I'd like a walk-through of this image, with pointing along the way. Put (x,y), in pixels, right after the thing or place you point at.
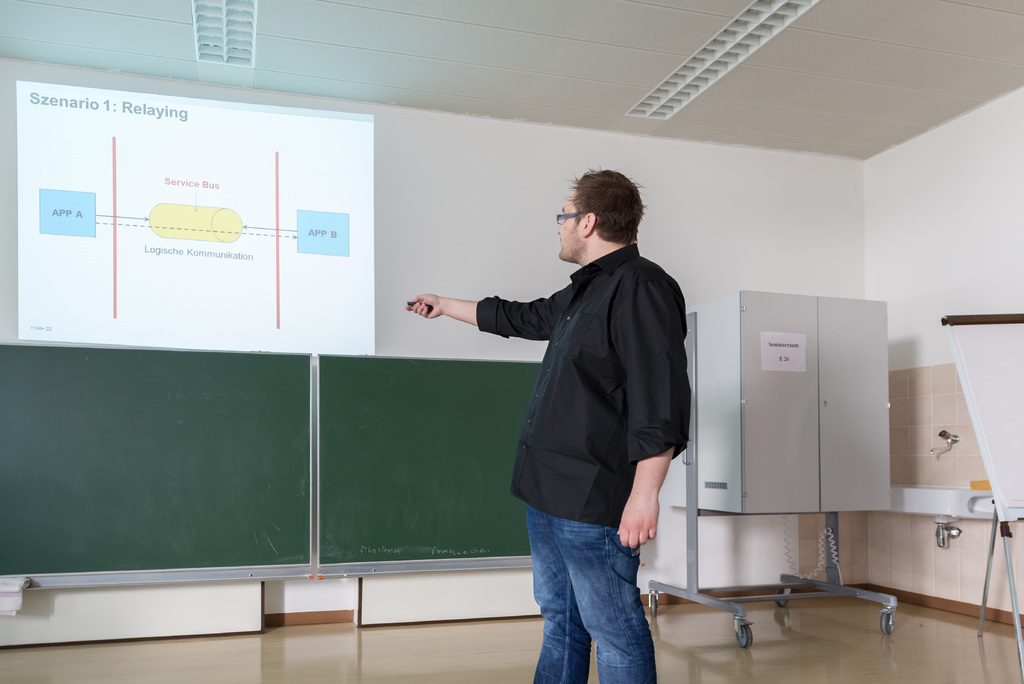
In this image I can see in the middle (640,385) a man (619,504) is standing and pointing his hand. He wore black color shirt (568,389), blue color jeans (605,540). On the left side (101,120) there is a projector screen (204,197), on the right side (933,447) there is a sink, tap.
